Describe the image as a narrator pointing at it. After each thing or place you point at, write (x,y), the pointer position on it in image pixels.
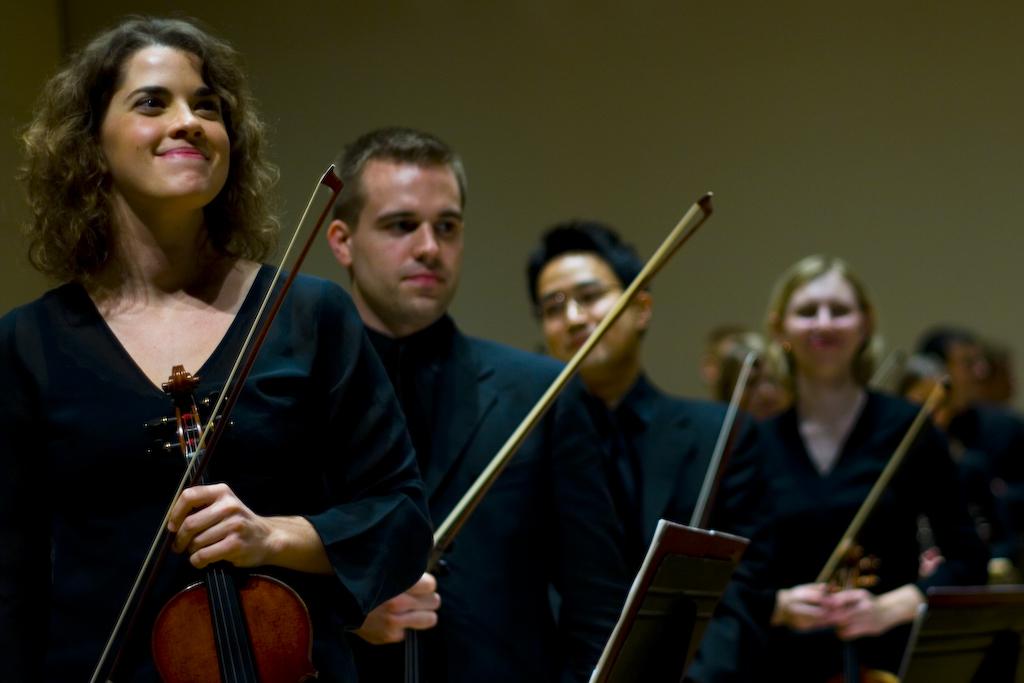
In this picture we can see some persons (929,433) who are holding violins (241,636) with their hands (404,628). On the background (887,206) there is a wall (900,163).
